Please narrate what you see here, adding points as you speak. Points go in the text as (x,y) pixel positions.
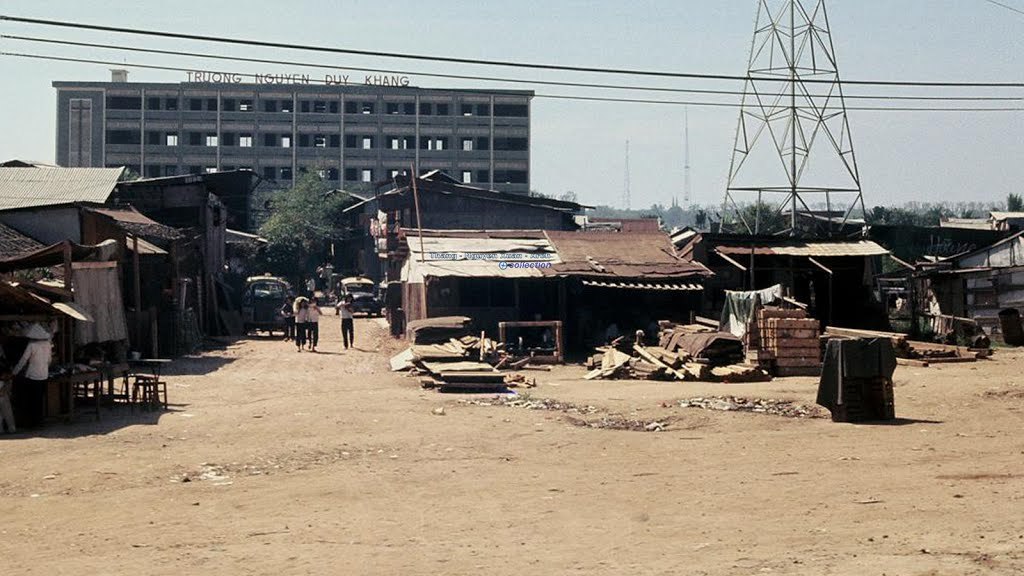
In this image there are few houses (612,302) with some sheds (407,320) and there are few people (316,312) walking on the road (445,476) and there is some stuff (684,347) in front of the houses (569,347). In the background (250,157) there is a building (299,156), tower (733,204), trees (751,210) and the sky (583,163).
